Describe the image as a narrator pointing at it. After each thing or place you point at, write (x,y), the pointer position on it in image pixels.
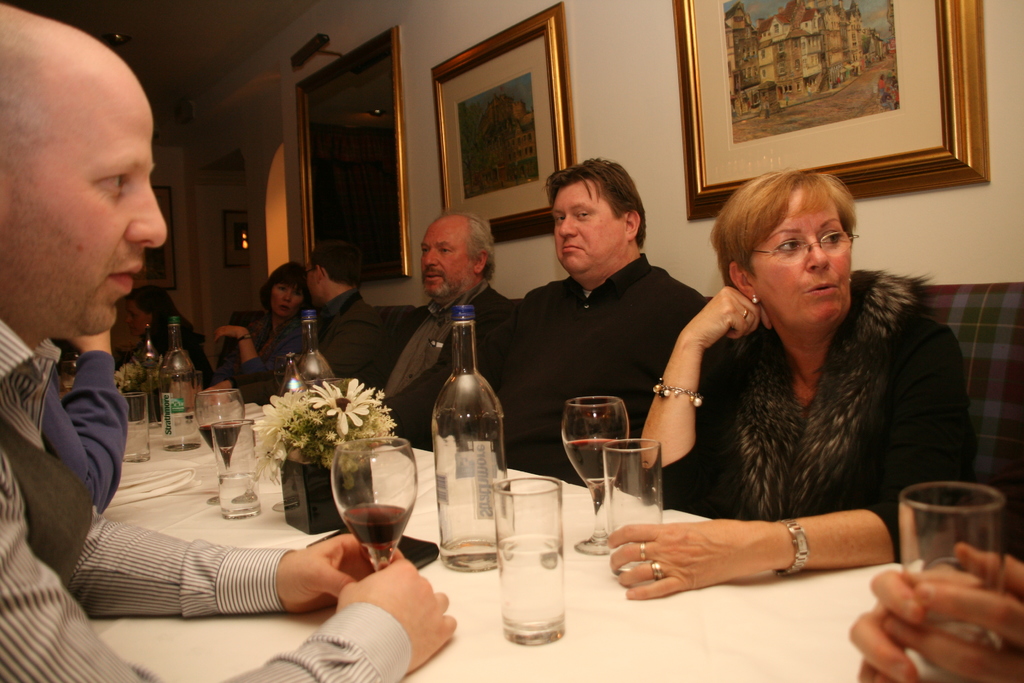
This is the picture of people (430,372) sitting on the sofas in front of table (582,566) on table (696,653) we have some glasses (353,469), bottles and a small plant (319,431) and to the wall (296,148) there are some photos (819,117).
